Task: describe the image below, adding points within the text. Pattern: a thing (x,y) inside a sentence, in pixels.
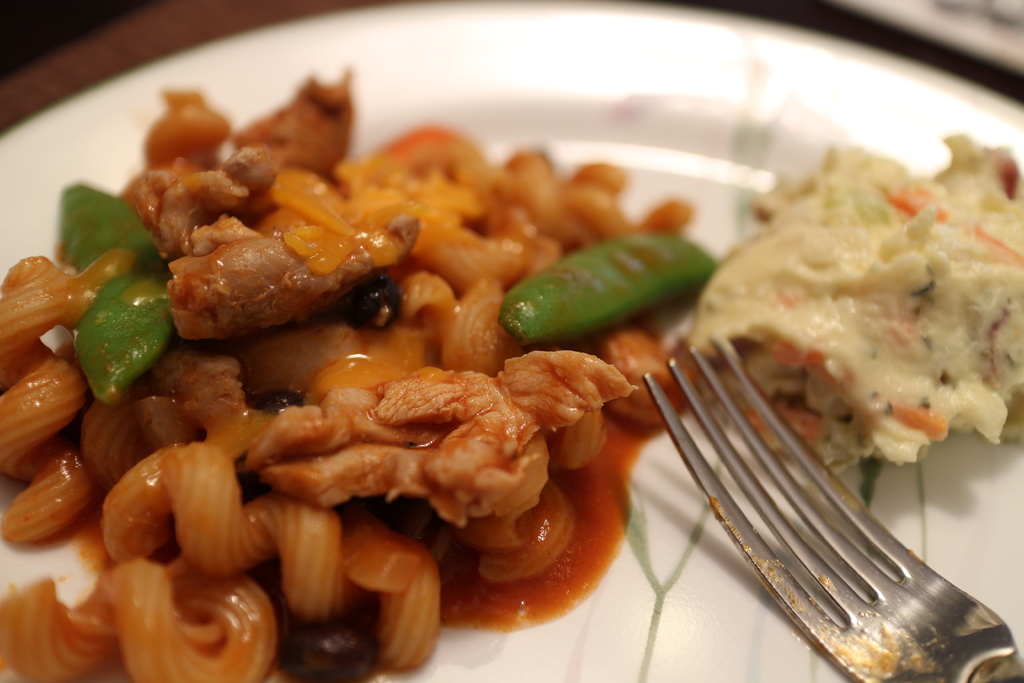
In this image I can see a fork (751,529) and food item (615,413) on a white color plate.
